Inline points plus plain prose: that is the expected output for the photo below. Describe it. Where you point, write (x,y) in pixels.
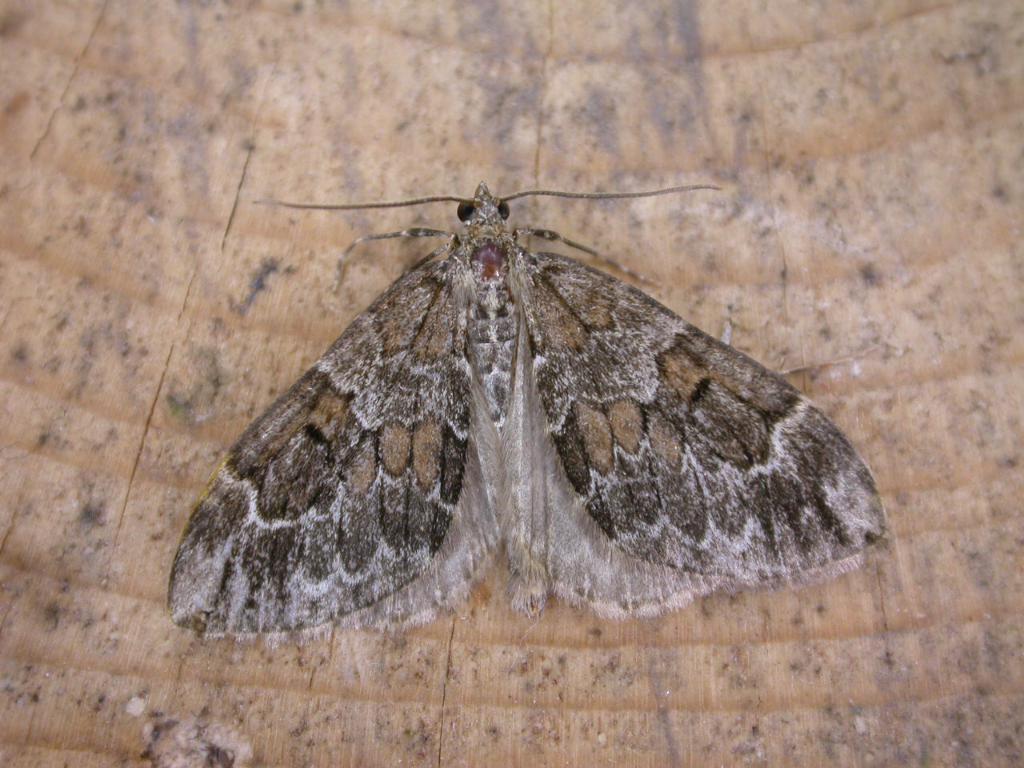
In this picture I can see an insect (530,343) in front (453,327) which is of grey, brown and black in color and it is on the brown color surface (53,150).
